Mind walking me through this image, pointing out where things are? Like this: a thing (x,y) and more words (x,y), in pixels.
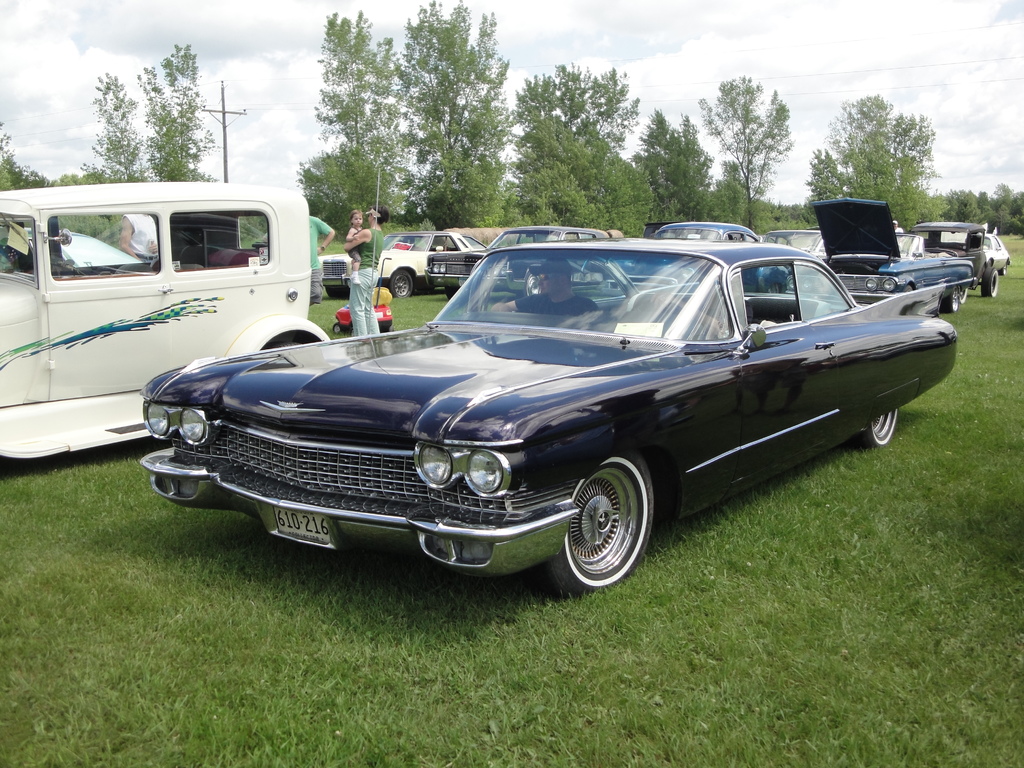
In this image we can see motor vehicles (530,555) on the ground (697,544), persons (356,285) standing, trees (187,111), electric pole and sky (324,13) with clouds (946,120).
